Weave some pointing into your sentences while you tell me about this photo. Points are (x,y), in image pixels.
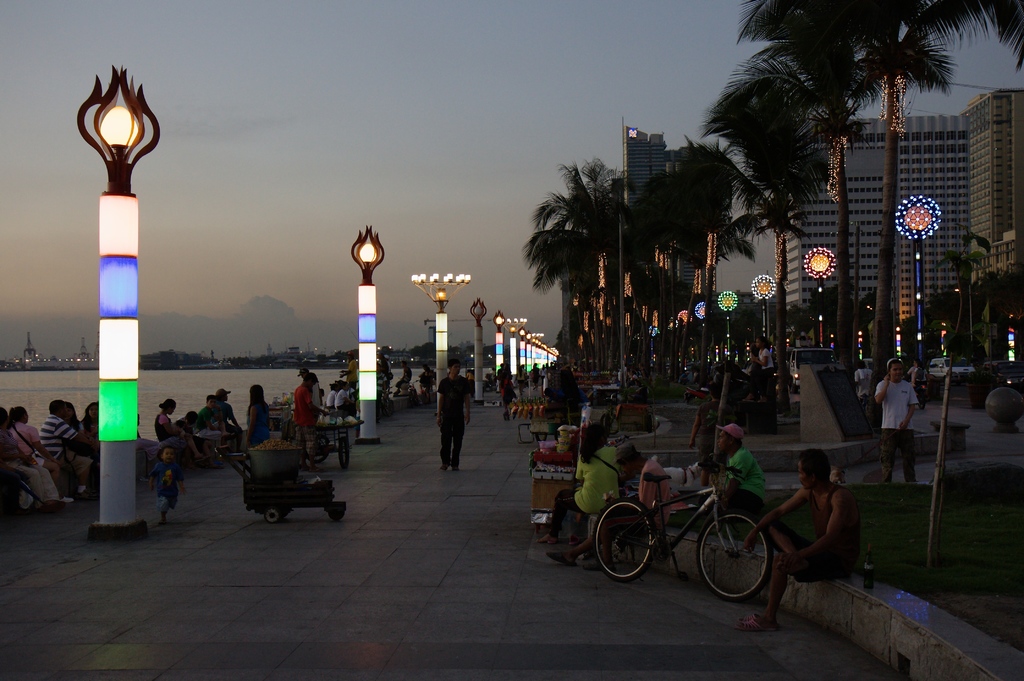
In this picture I can see in the middle (362,352) there are lights (439,359) on the left side (76,412) few people (84,441) are sitting on the wall (139,453) and there is water (193,382). On the right side (709,525) there is a cycle (659,525) and there are trees (623,244) and buildings (935,236). At the top (674,108) there is the sky (600,102).
